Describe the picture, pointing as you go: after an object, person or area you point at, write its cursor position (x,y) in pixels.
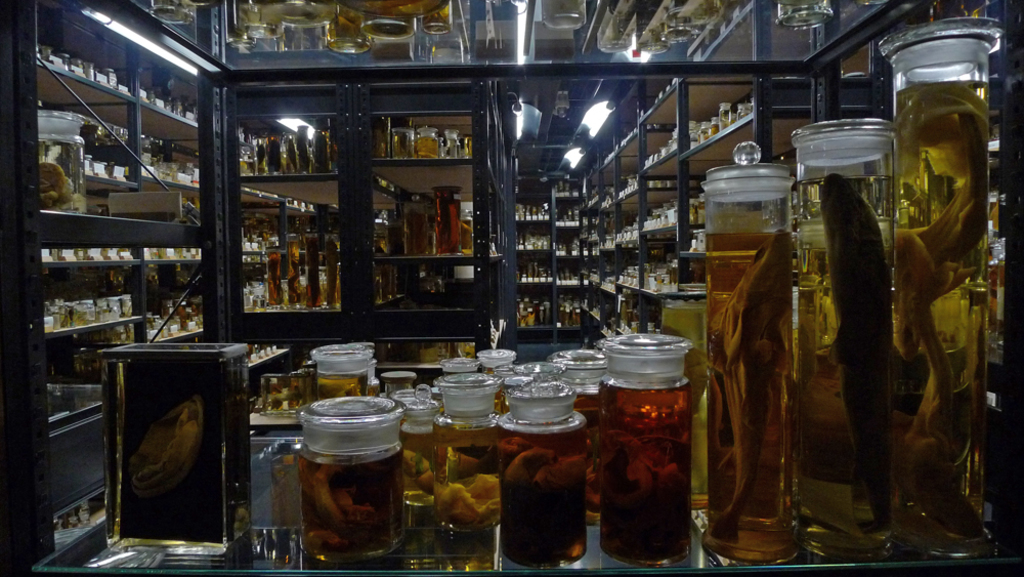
In this image there are a few sea creatures (741,297) inside glass jars (411,157).
